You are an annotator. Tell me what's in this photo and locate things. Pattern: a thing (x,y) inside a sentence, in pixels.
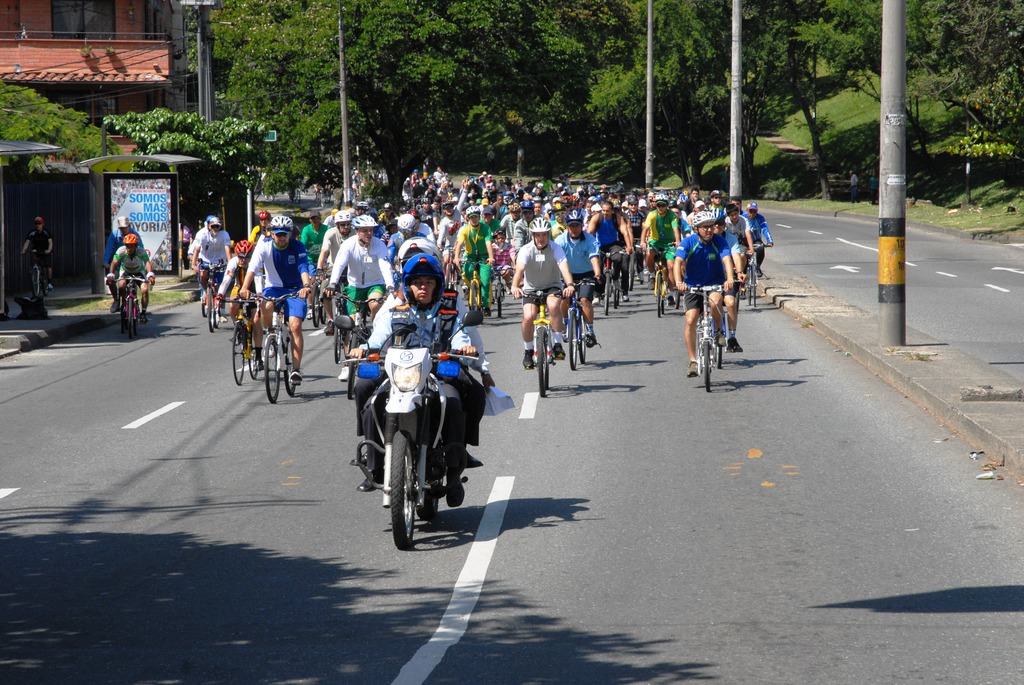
In this image I can see a person (460,435) riding motorcycle (427,428) on a road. There are many people (460,247) riding bicycles (454,250) behind him. There are poles (895,313) on the right (895,327) and trees (688,96) at the back (680,69). There are buildings (118,87) and trees (41,110) on the left (103,77).
